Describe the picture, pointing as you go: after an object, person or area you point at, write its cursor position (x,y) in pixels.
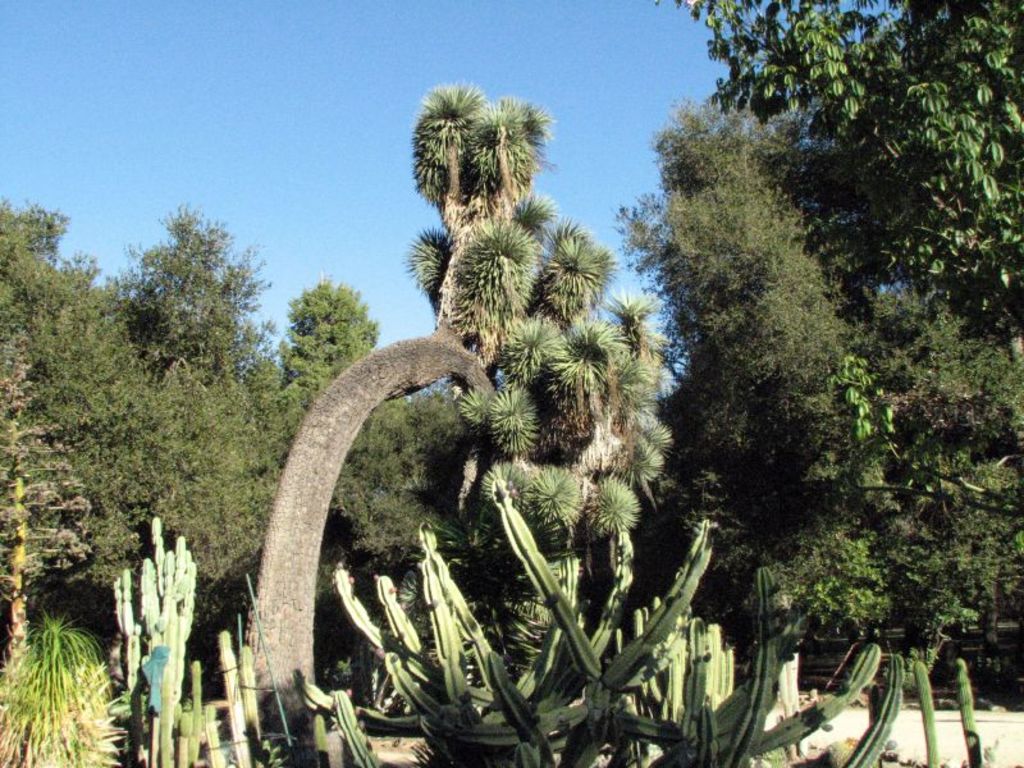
In the image there are many plants (443,615) and trees (749,534) on the land (1001,660) and above its sky (317,54).
